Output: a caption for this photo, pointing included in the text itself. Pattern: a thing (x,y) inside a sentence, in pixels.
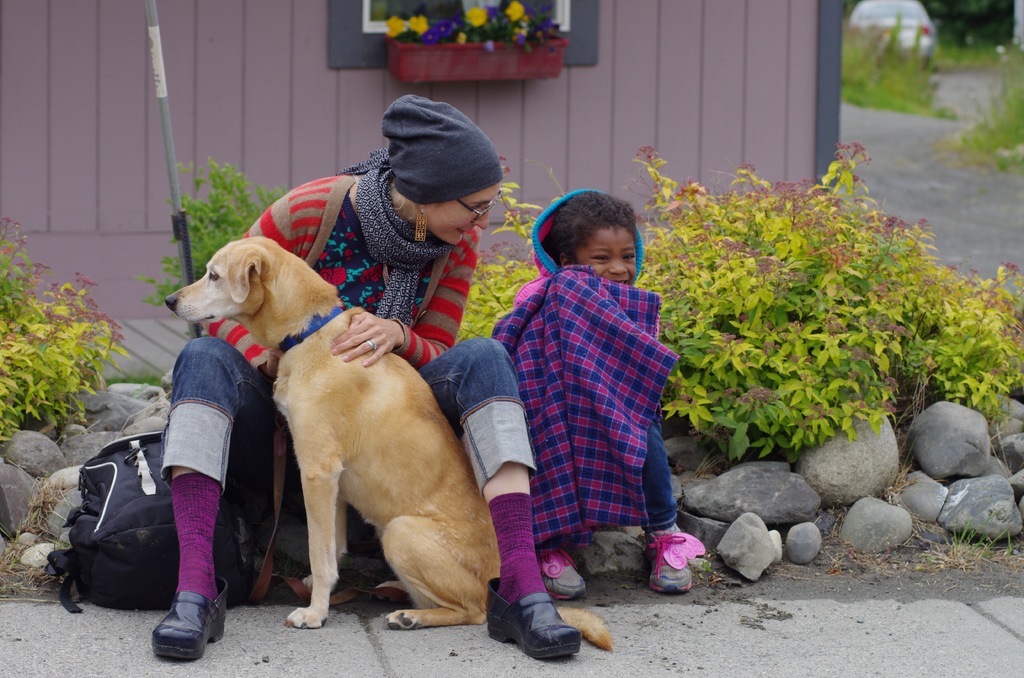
In this picture there is a woman (425,253) and a child (564,390) sitting on the rocks (809,527) and there is a dog (328,403) sitting in front of the woman (377,261). Beside the woman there is a bag (139,512). There are some plants (668,321). In the background (418,49), there is a flower pot (459,50) and a wooden wall (190,101) here.
